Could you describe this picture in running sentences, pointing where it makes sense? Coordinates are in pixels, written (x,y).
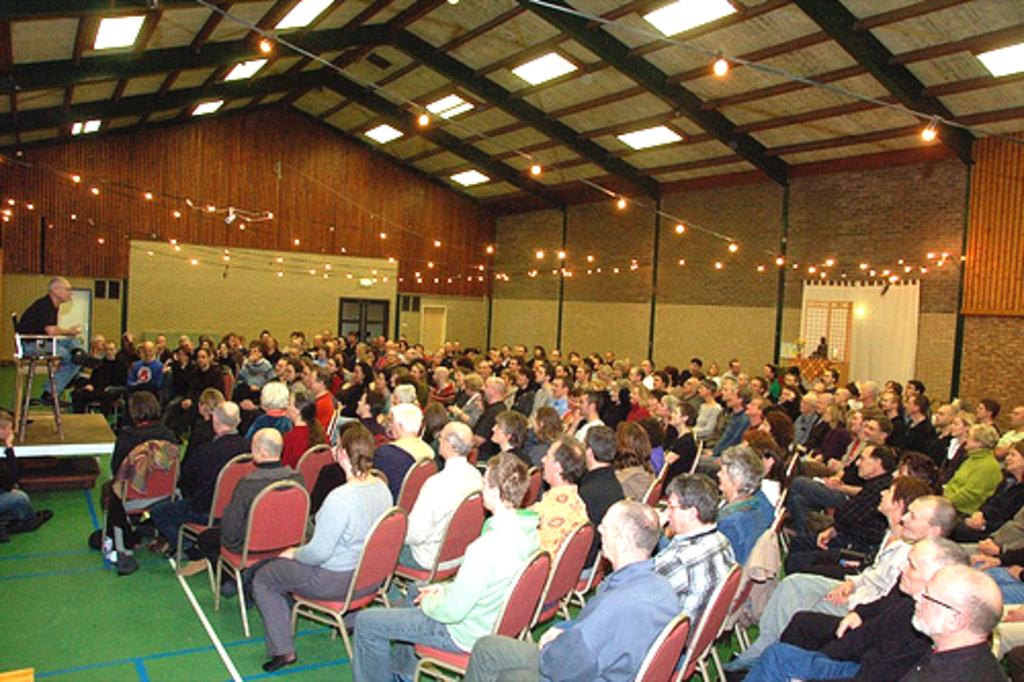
This picture shows a group of people (282,430) seated on the chairs (456,669) and we see a man (72,345) seated on the dais (70,425) and we see lights (832,262) and we see green carpet (75,497) on the floor (75,497).
